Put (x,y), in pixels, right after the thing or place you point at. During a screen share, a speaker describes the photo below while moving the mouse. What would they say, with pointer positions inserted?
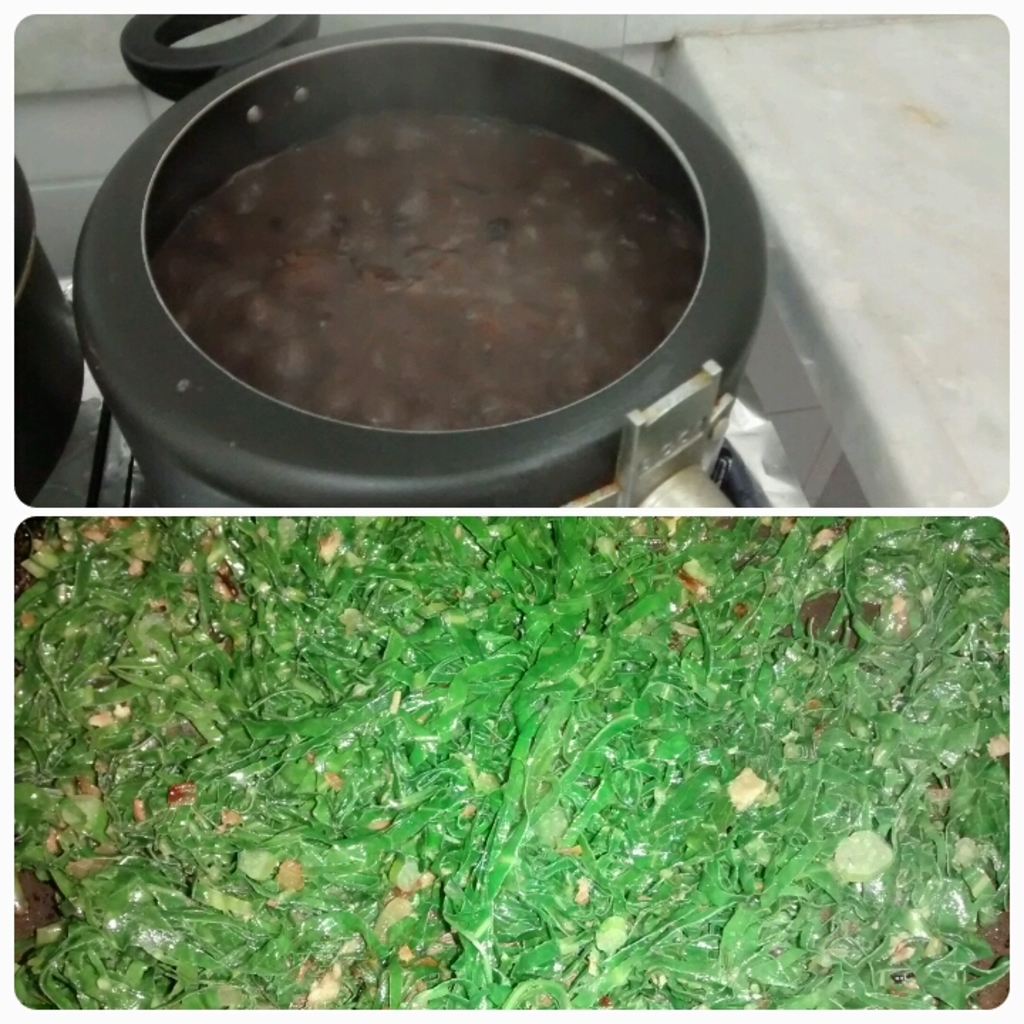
This is a collage image where, in the top (158,80) image I can see a cooker (482,453) in which some food item (438,418) is cooking and it is placed on the stove (121,466). In the bottom (347,791) image I can see something which is in green color.
